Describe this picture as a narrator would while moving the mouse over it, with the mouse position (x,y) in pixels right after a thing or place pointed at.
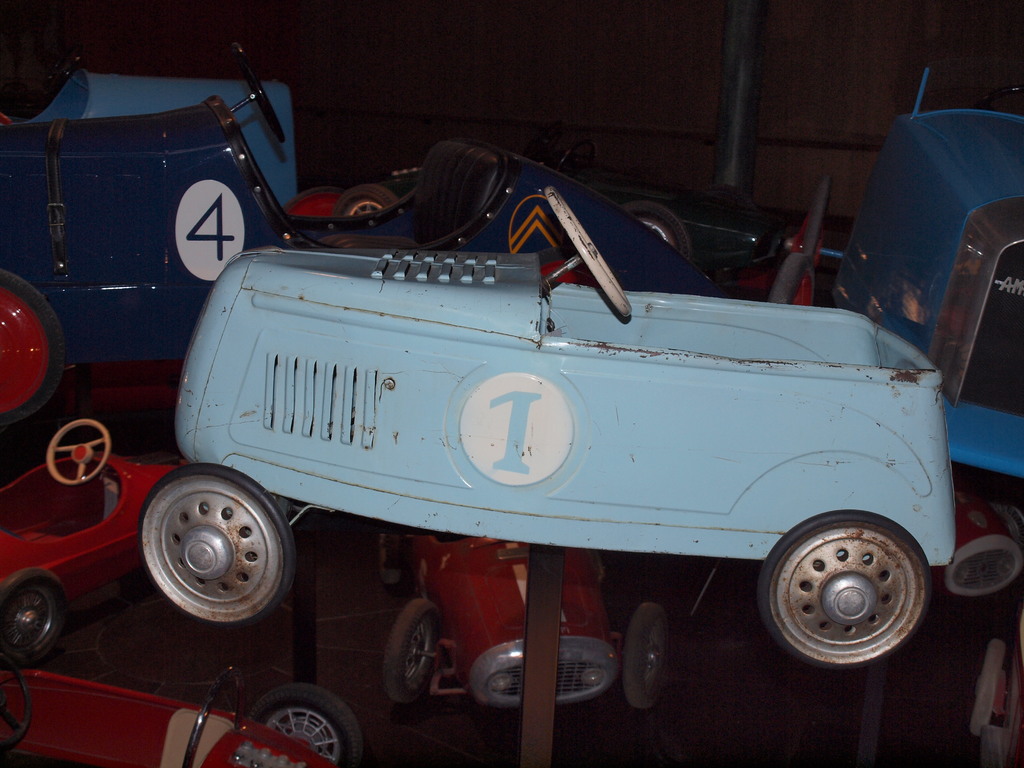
In this image, I can see the toy cars (556,382) on the iron rods (542,699). In the background (587,138), It looks like a wooden board (627,82) and there is a pole (726,137).
